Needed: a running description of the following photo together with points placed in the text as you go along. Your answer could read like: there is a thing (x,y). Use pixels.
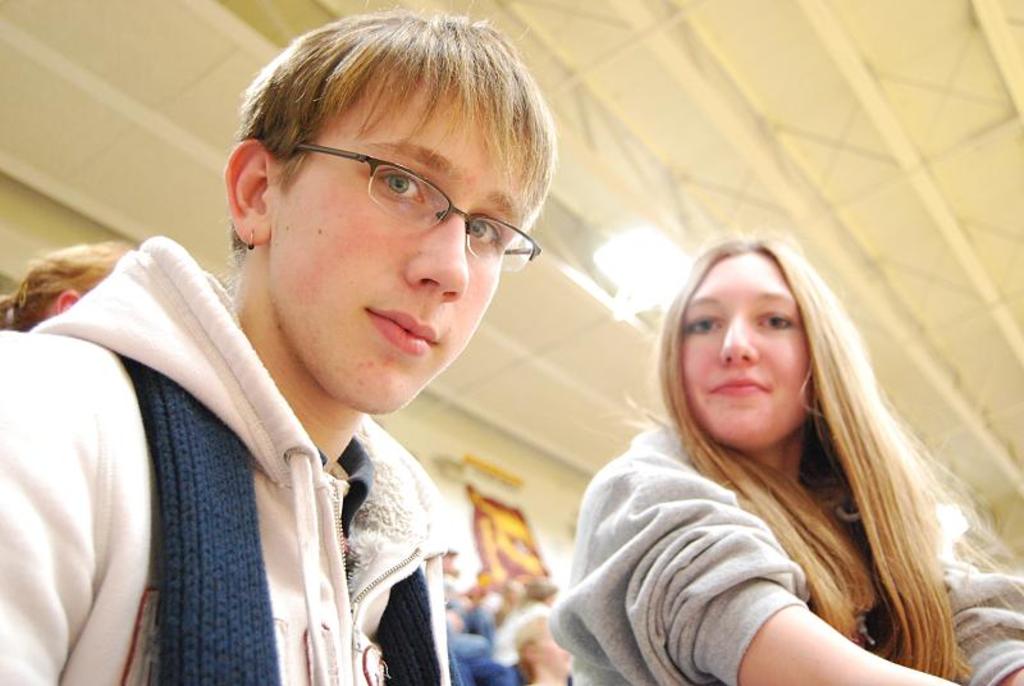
In this image there are people (348,518). In the background (504,563) there is a poster (488,563) and we can see a light (662,275).
